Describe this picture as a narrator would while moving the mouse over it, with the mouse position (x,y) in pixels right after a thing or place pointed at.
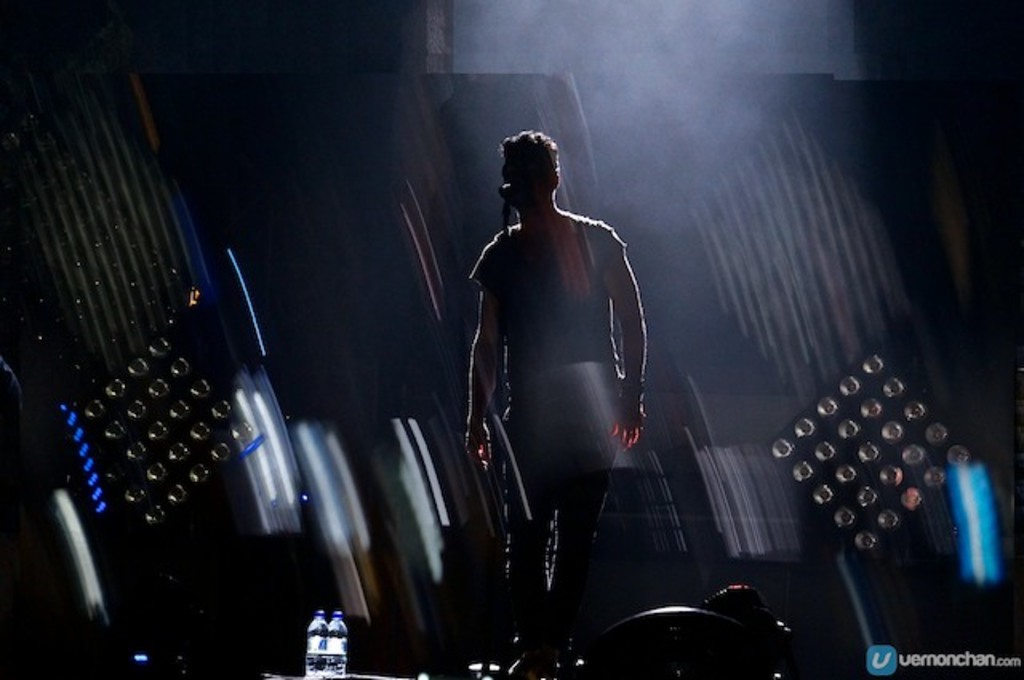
In this image I can see the person (621,399) standing in front of the microphone (503,187). In the background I can see few lights (770,236).
